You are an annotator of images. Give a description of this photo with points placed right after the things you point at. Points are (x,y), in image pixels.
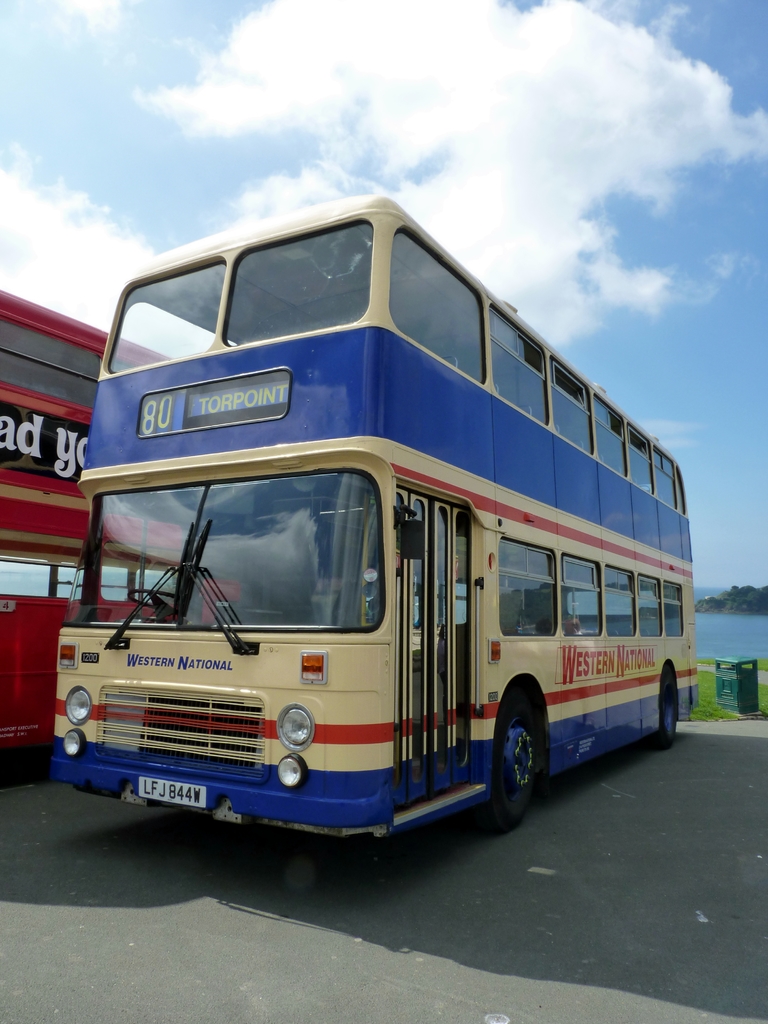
In this image we can see buses (395,615) on the road (583,864), in the background (734,695) there is a trash bin (735,671) on the ground (714,711) and there are mountains (732,608), water (745,618) and the sky (627,161) with clouds (480,100).
